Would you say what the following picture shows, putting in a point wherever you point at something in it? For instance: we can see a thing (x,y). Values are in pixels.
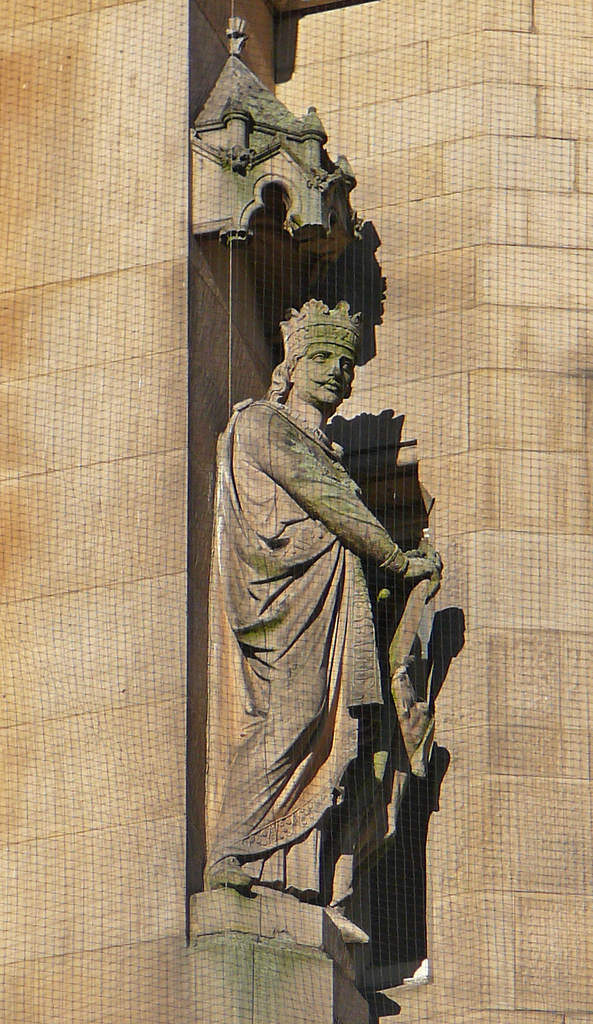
Here there is a sculpture (313,600) of a man (303,607), this is wall (164,104).
